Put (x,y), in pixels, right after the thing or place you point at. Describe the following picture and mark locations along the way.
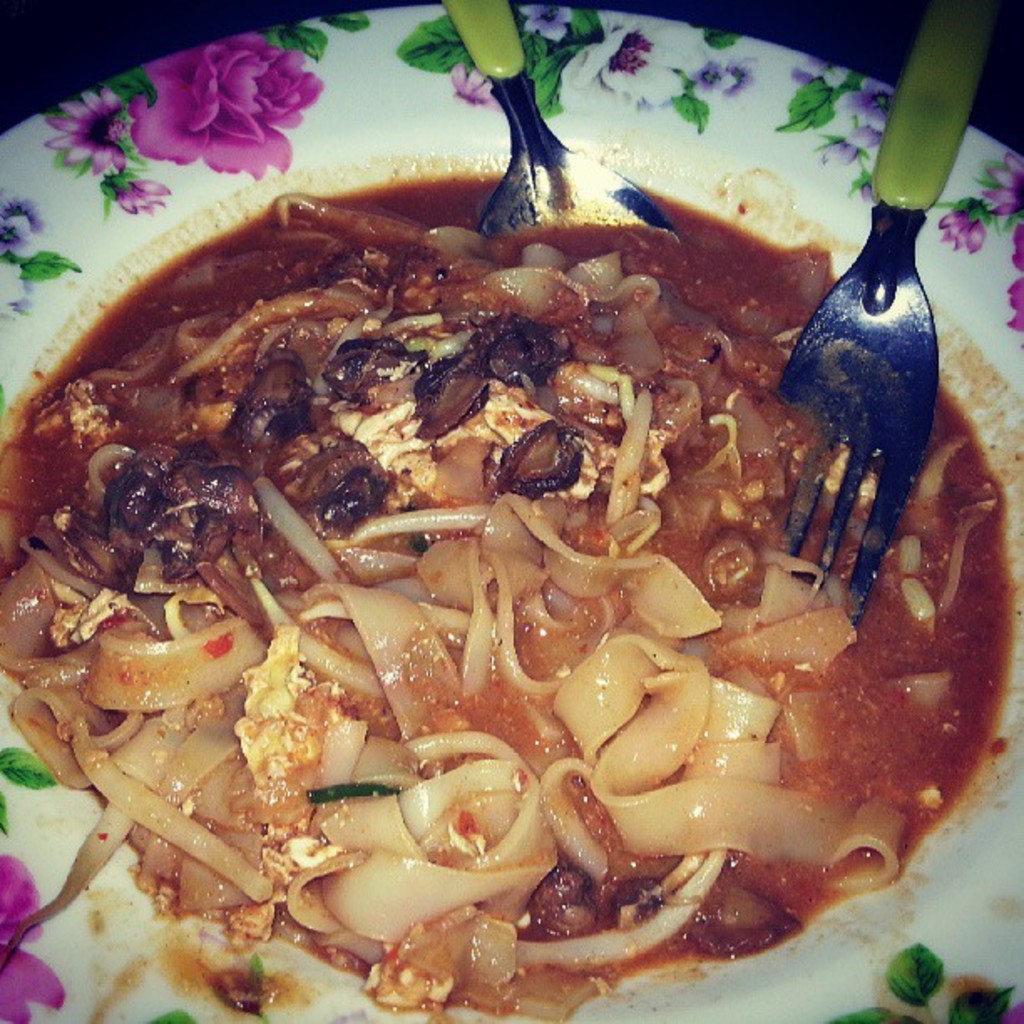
In this image there is one plate (107,251), in that plate (64,335) there is some food (635,342) and one spoon (603,198) and one fork (816,408).
